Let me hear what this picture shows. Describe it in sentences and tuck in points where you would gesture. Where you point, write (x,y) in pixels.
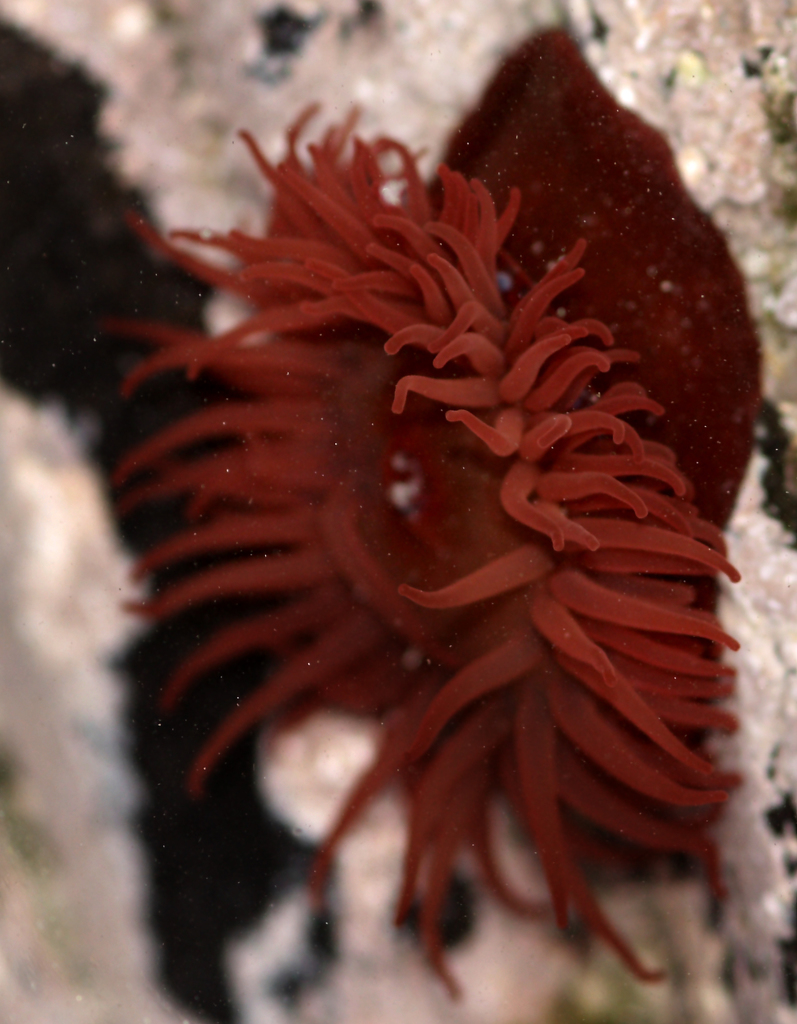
In this picture there is a sea creature (572,871) sitting on the coral stones (237,65).
